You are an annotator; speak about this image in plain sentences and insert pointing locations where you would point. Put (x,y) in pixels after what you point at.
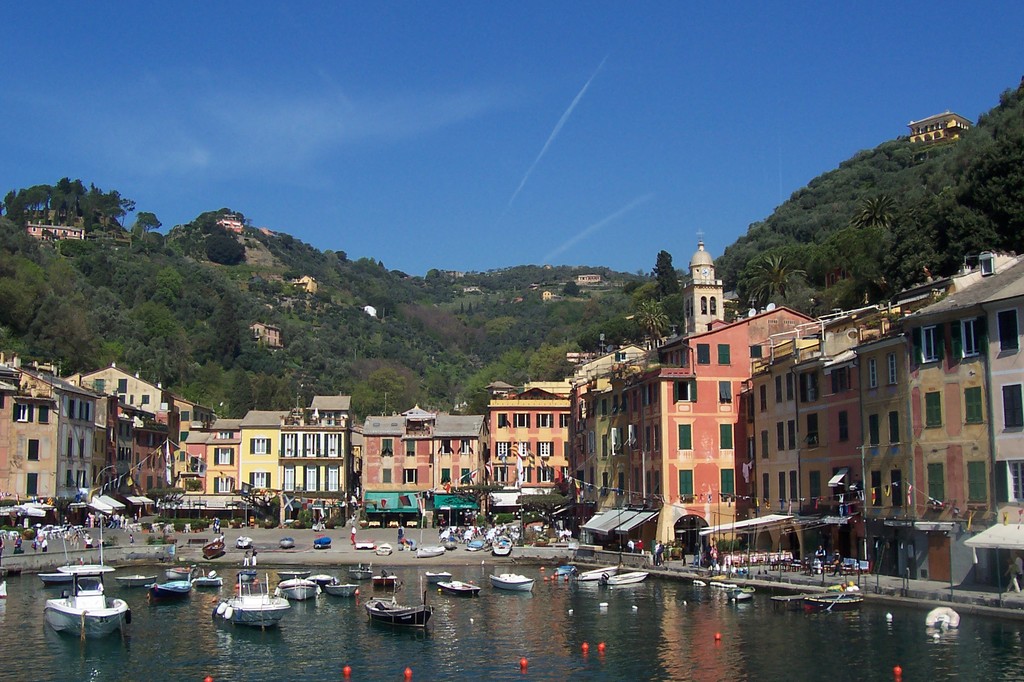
In this picture we can see boats (217,553) above the water (203,638) and red objects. There are people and we can see buildings (581,423), plants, trees (236,241) and poles (330,503). In the background of the image (359,244) we can see the sky (510,184).
